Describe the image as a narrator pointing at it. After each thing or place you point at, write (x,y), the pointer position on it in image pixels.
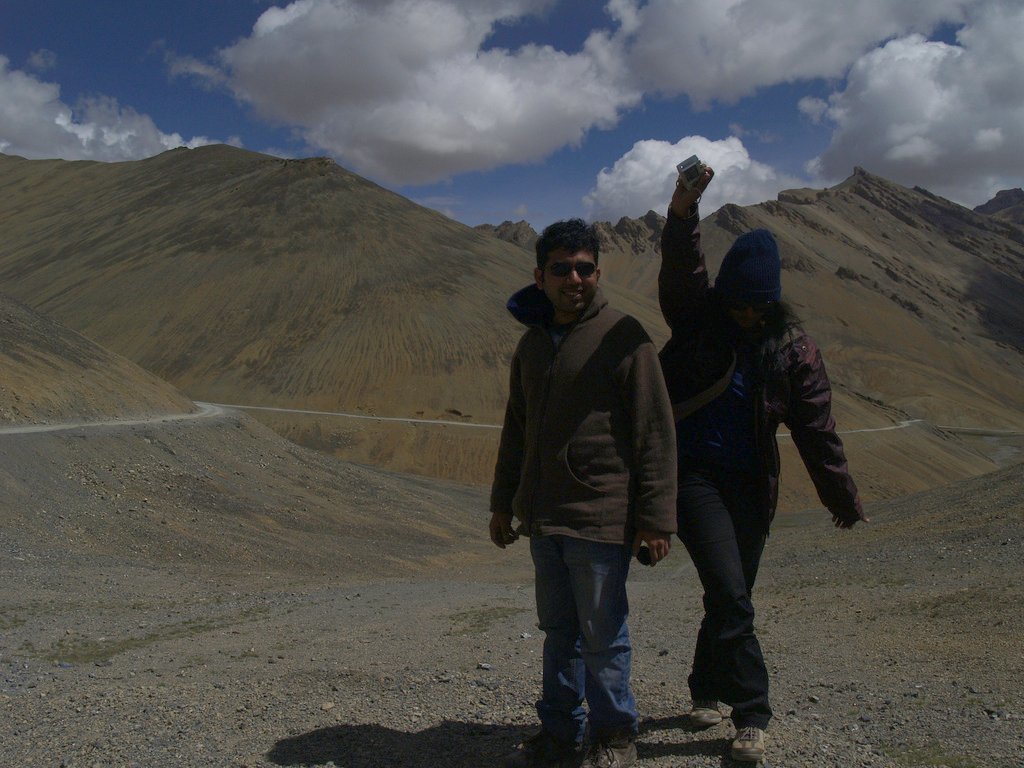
In this image there are two persons (683,475) standing on the right side of this image (726,315) and there are some mountains (369,307) in the background (327,306). There is a cloudy sky (441,110) on the top of this image (453,118).
